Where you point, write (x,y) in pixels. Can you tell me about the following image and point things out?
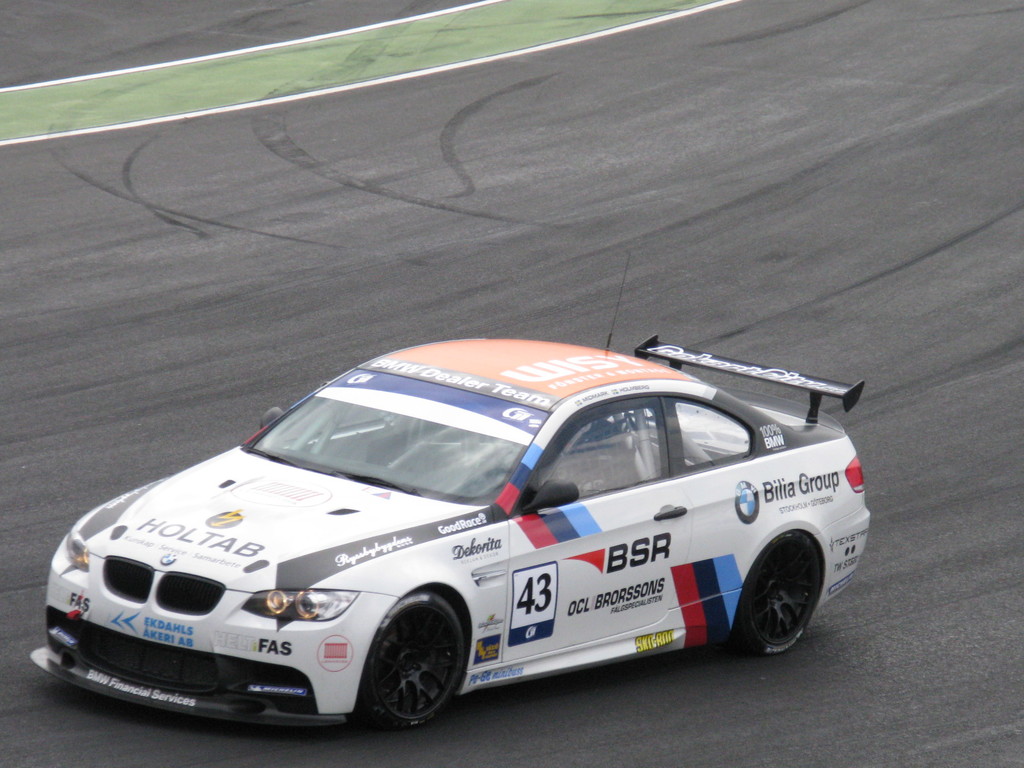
In this picture, there is a car (506,557) on the road (646,666). It is in white in color. On the car (553,643), there is some text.
